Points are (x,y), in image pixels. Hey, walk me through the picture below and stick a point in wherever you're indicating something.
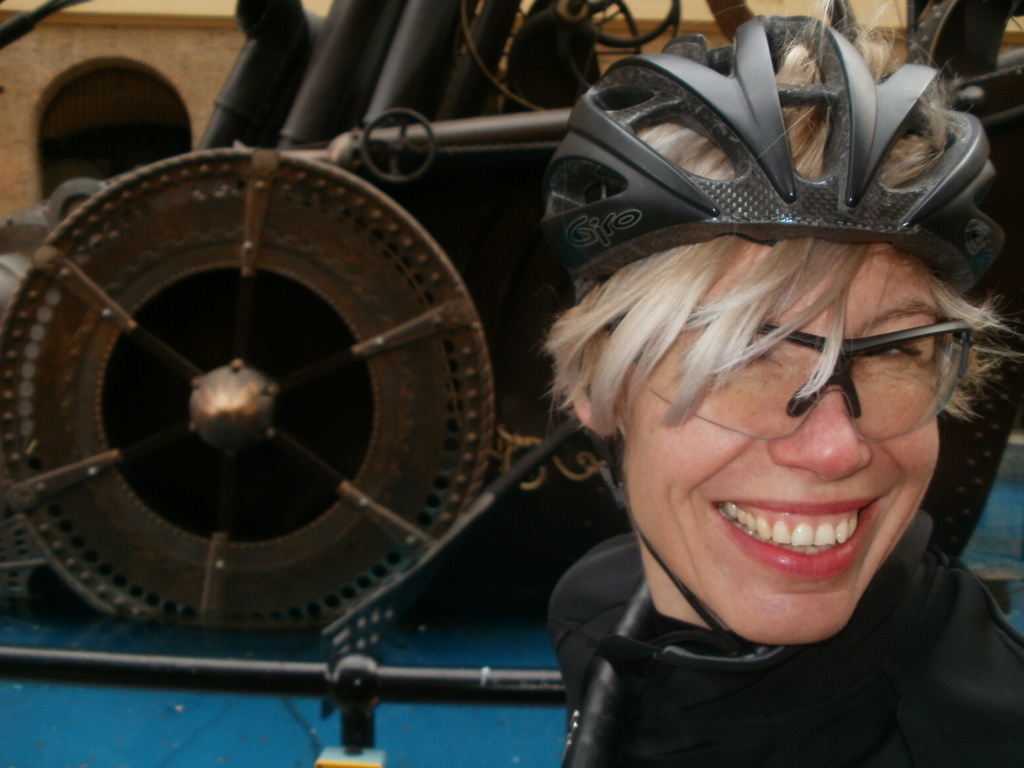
In the foreground of this image (704,431), on the right (717,414) there is a woman (727,399) wearing helmet (729,153) and black dress (1007,655). Behind her, there is a vehicle like structure (203,290) on the floor (199,728) and we can also see railing (399,667) at the bottom (127,667).
